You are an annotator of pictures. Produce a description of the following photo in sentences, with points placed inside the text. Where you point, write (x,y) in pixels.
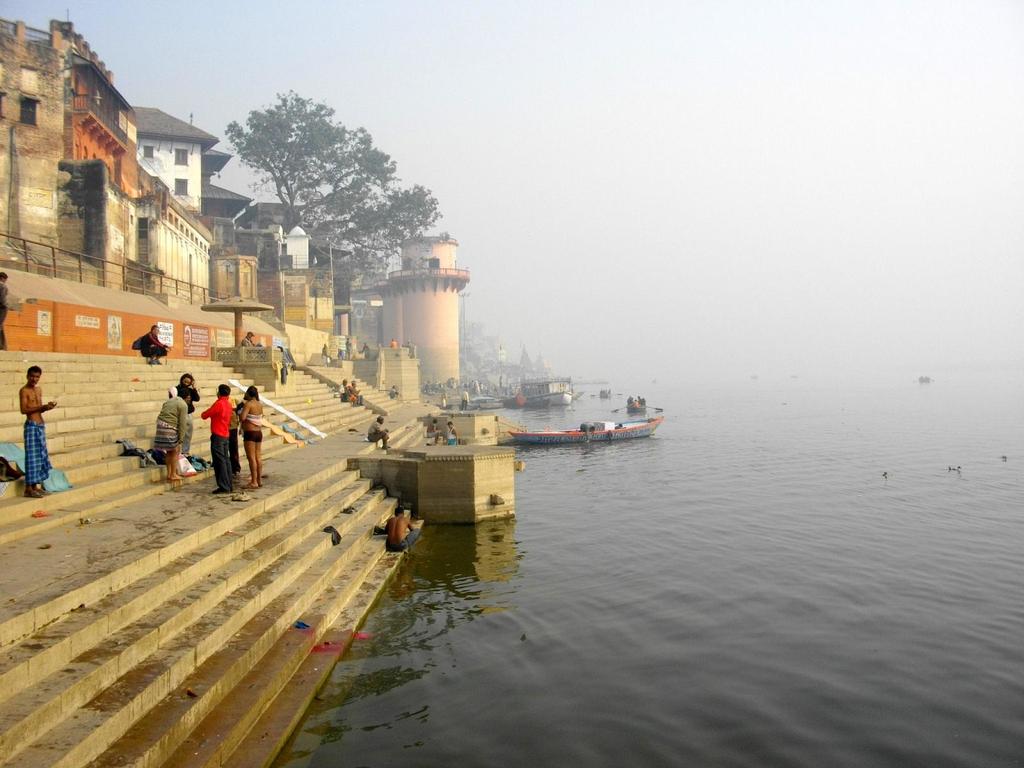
In the image there is a river (760,457) on the right side (828,490) and few people (46,447) standing on steps (195,511) on left side (341,419) followed by building (71,135) in the back (342,160) along with a tree (358,172) and above its sky (537,67).
